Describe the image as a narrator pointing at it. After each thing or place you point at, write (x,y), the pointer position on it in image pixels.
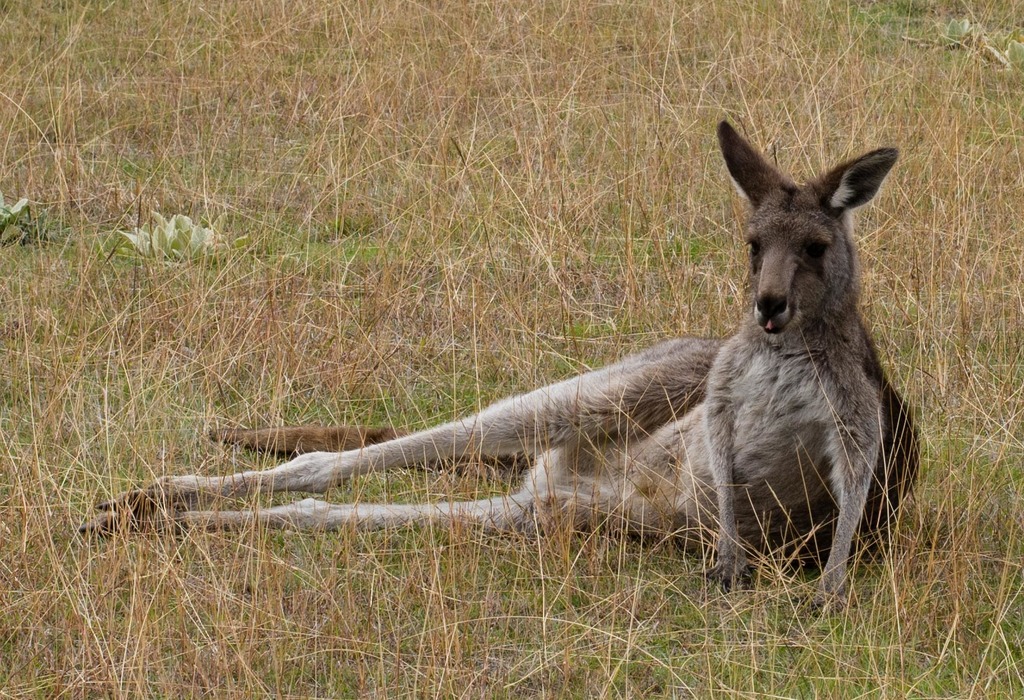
In this picture we can see an animal (606,380) and grass (422,269).
